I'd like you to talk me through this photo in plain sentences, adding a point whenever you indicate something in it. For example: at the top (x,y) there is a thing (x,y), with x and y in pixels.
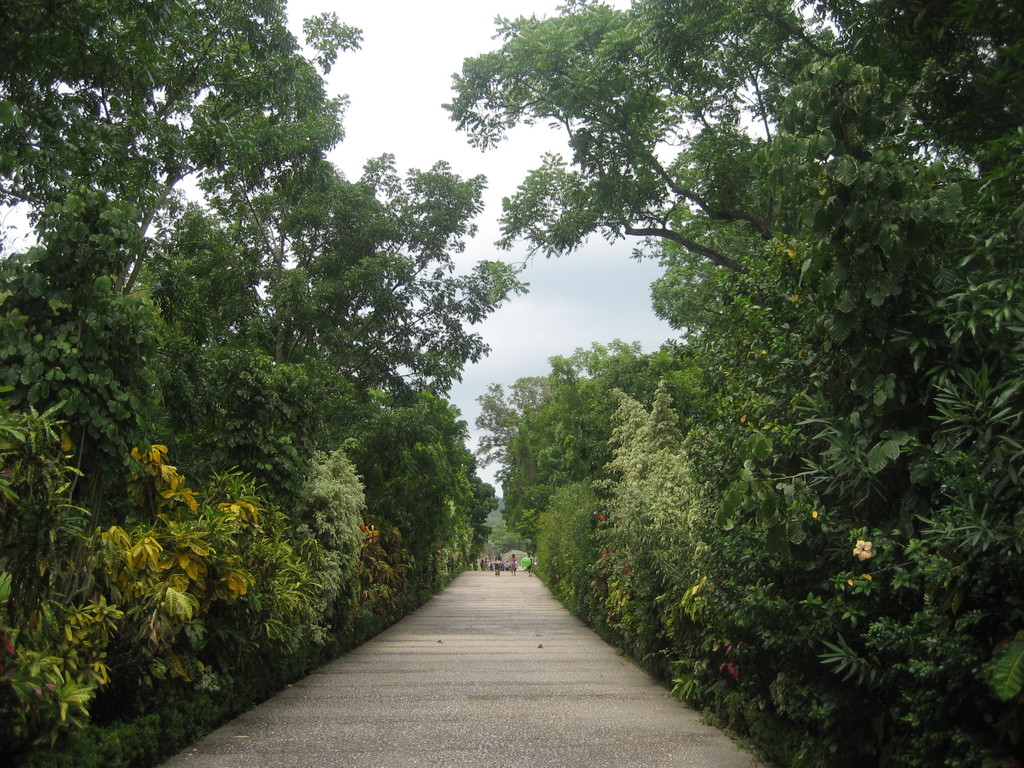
In the foreground of this image (484,712), there is a path (498,647). On either side, there are trees (665,377). At the top (409,75), there is the sky (395,104).
